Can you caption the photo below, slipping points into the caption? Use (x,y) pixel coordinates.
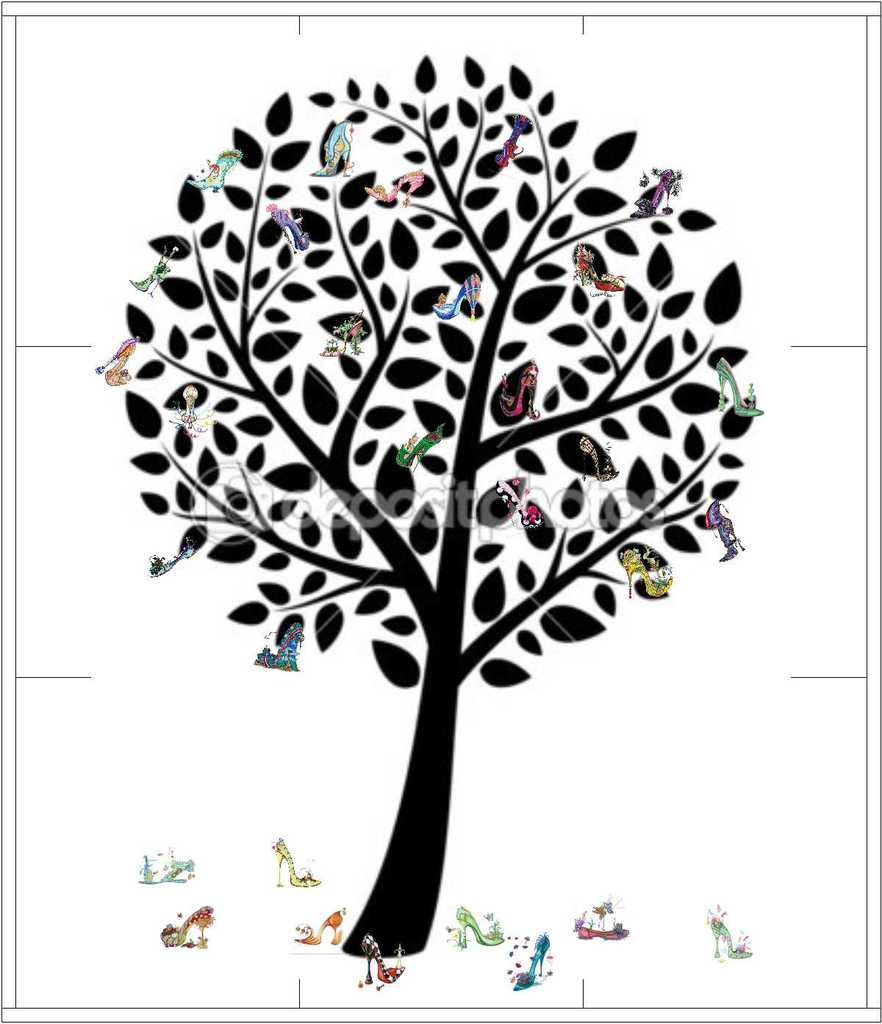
Here in this picture we can see a painting (232,319) of a tree (472,433) and we can see some sandals (410,459) also present over there.
